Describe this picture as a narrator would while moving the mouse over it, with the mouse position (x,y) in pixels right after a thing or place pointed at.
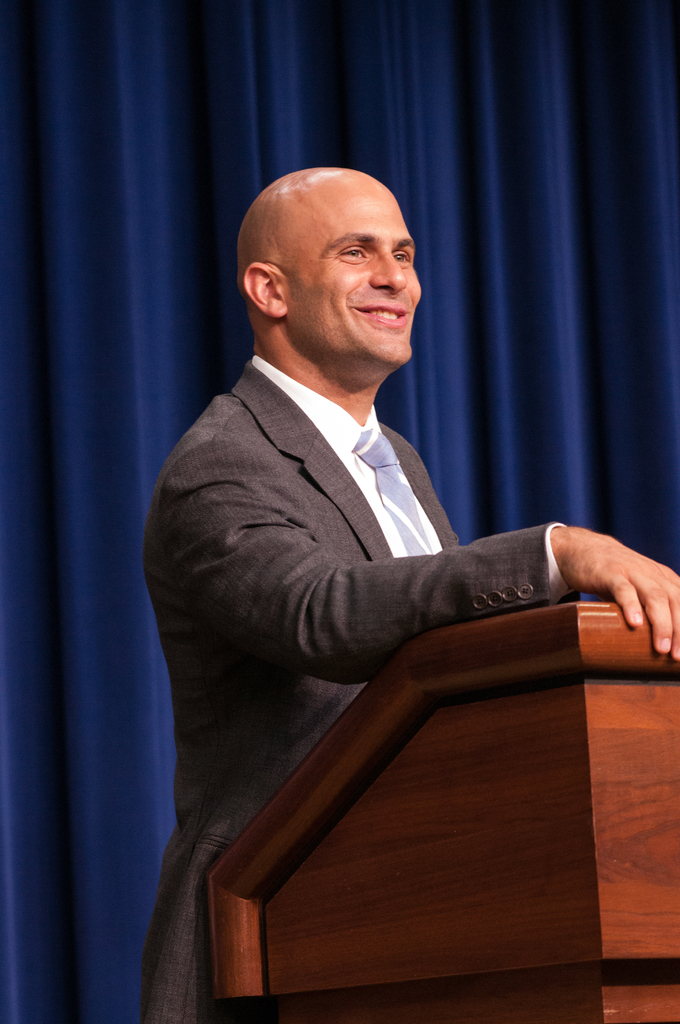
In the foreground of the picture (244,506) there is a person (260,482) standing near a podium (522,740). The person (297,571) is wearing a grey suit (292,498). In the background (138,186) there is a blue curtain (325,131).
